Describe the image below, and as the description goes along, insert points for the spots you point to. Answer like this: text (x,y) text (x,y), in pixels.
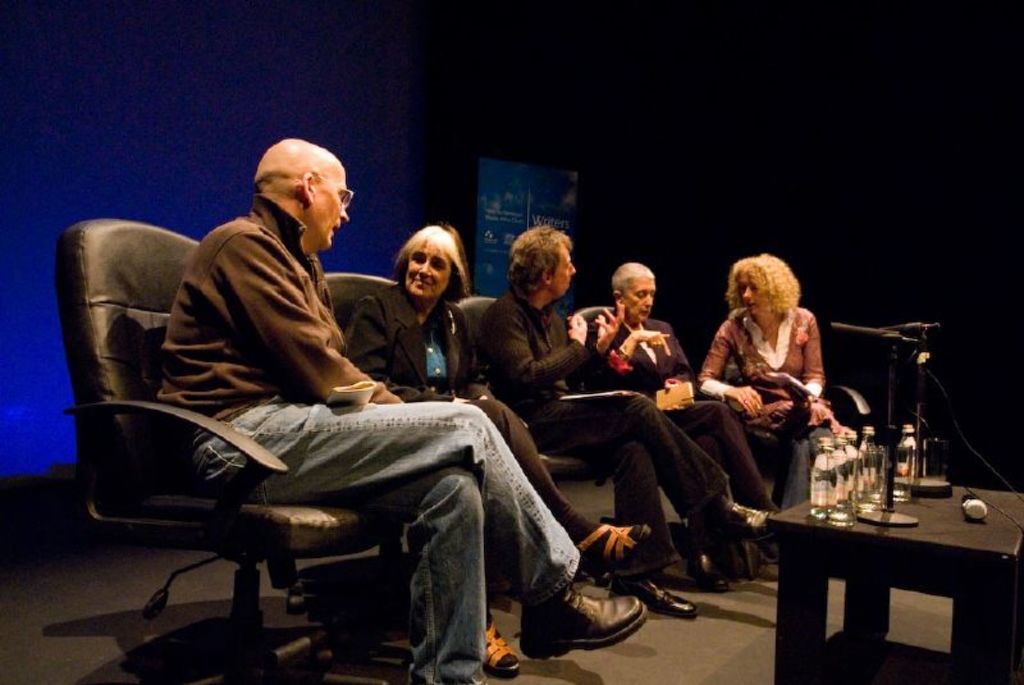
Here we can see a group of people (301,285) are sitting on the chair (591,307), and in front (949,523) there is the table (956,509) and bottles (898,490) and some objects (915,488) on it.
